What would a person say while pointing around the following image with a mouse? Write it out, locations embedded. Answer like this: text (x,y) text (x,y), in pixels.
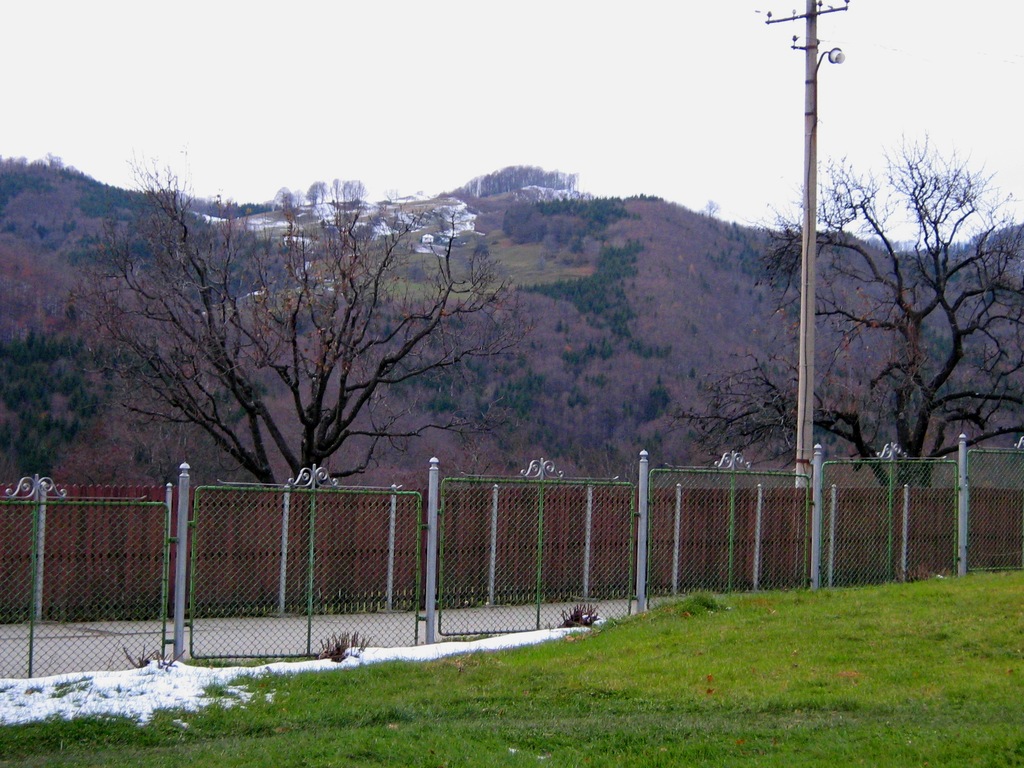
In this picture we can see grass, fence (951,505), pole (814,99) and trees (602,365), and we can find few houses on top of the hill (427,231).
